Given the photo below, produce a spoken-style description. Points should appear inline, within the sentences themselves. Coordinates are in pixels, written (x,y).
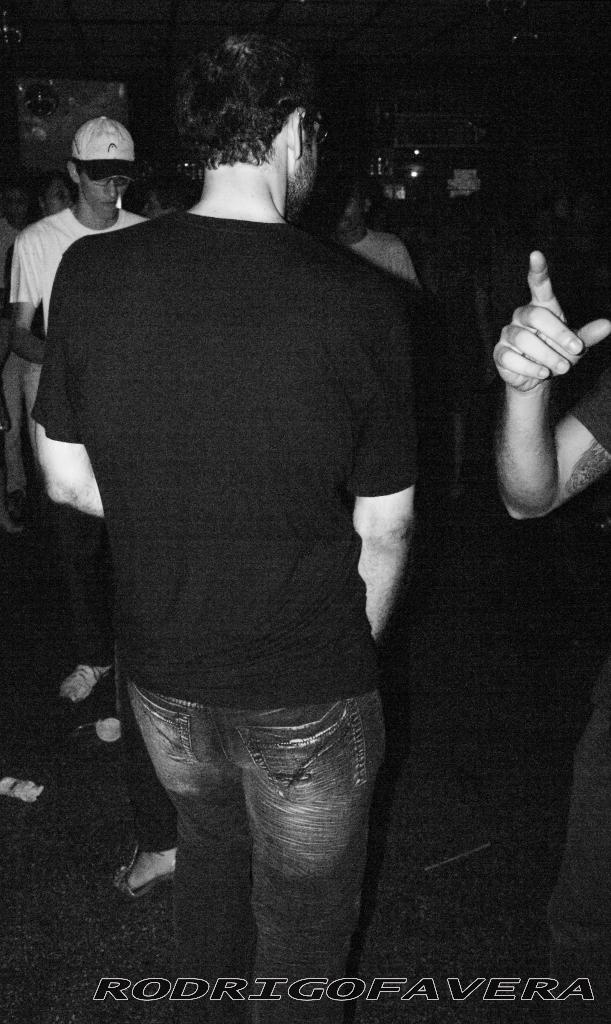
This is a black and white image. Here we can see few persons (196,263) standing on the floor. In the background (161,98) the image is not clear but we can see objects (58,98).
